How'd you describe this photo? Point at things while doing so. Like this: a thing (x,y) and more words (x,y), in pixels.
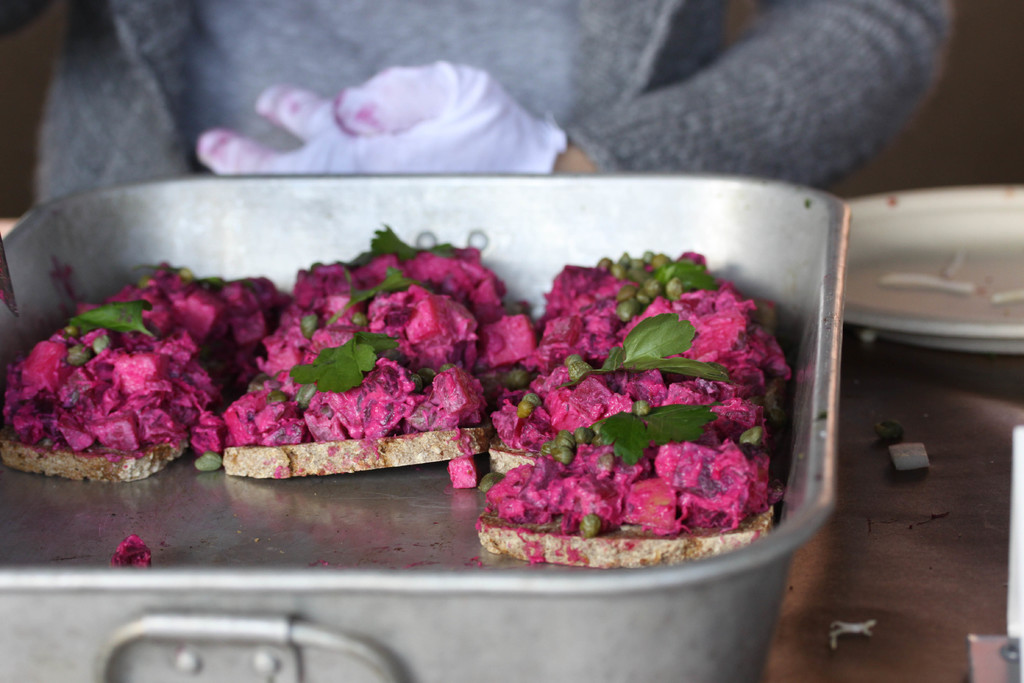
In this image in the front (550,454) there is food (384,372). In the background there is a person (517,56) and on the right side (978,294) there are objects (987,306) which are visible.
